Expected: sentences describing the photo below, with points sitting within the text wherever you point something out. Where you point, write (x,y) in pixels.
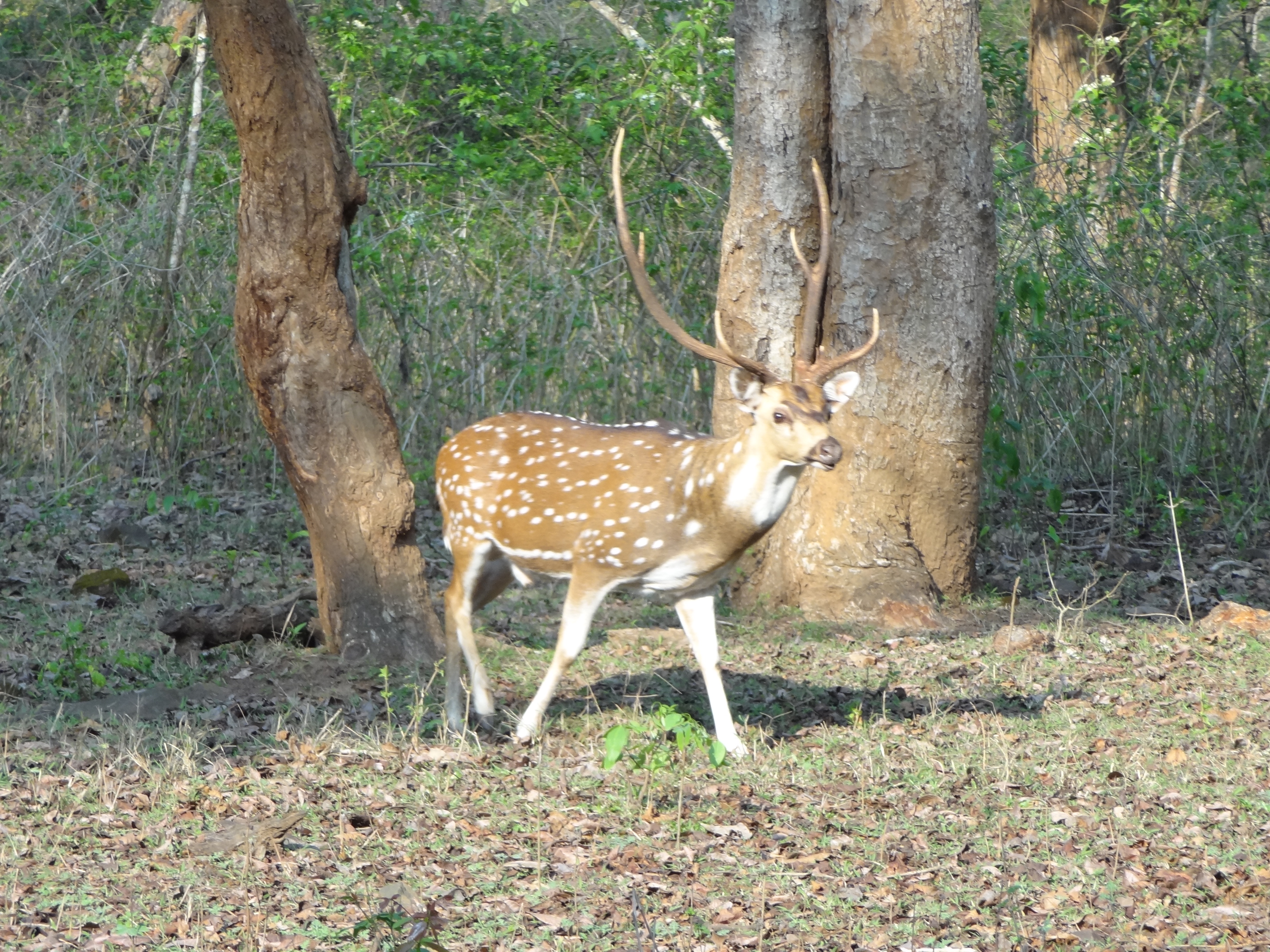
In the center of the image (630,471), we can see a deer (521,437) on the ground (585,728) and in the background (541,230), there are trees (899,133).
